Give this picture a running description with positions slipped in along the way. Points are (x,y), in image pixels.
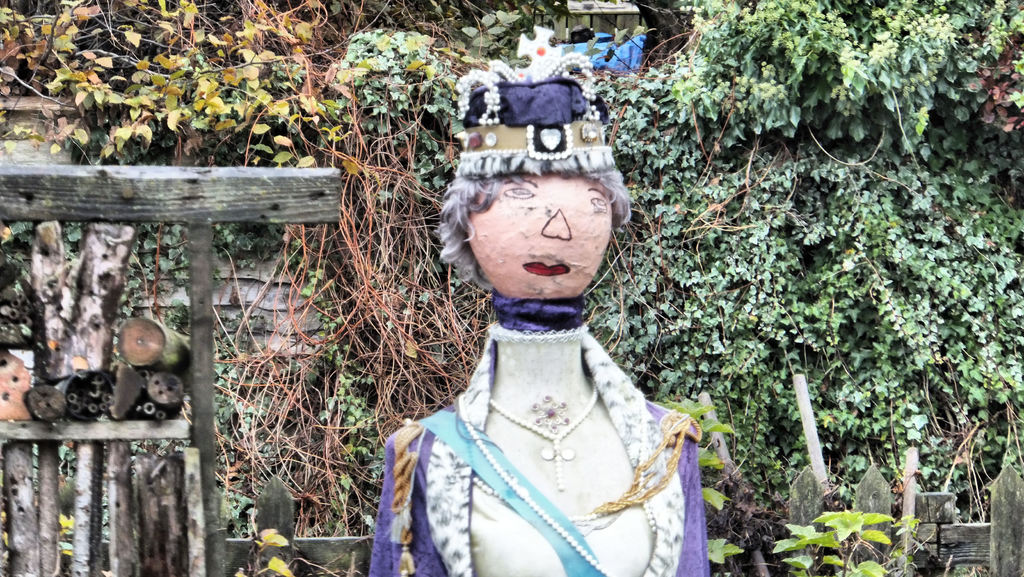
In this picture we can see scarecrow (431,541). In the background of the image (712,242) we can see plants (322,331) and wooden objects (36,323).
